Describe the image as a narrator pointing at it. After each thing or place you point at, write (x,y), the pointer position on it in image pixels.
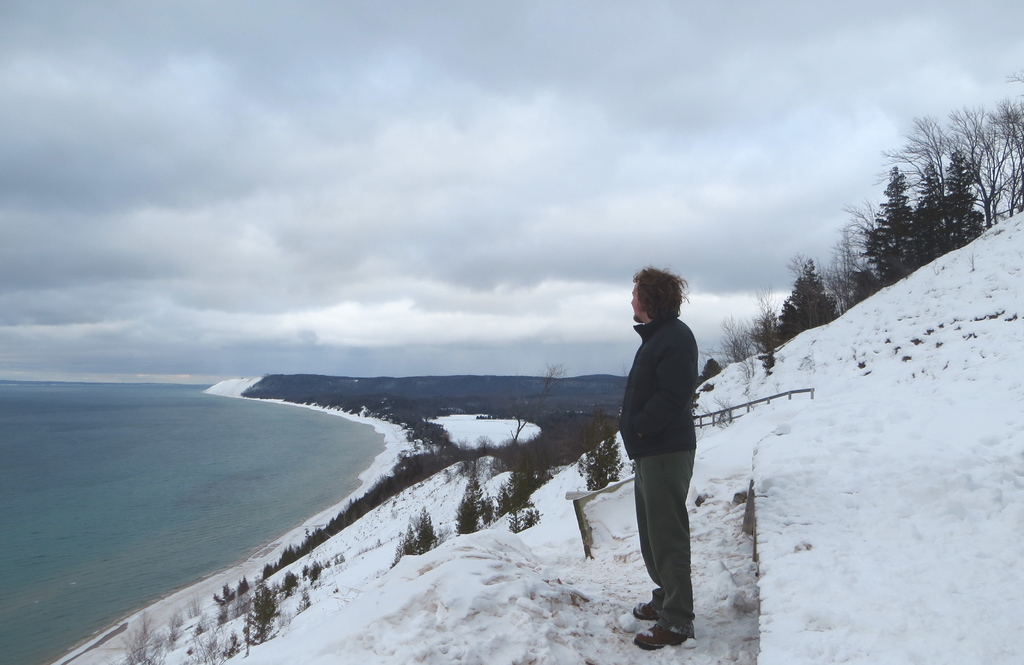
In the image we can see there is a person (654,445) standing on the ground (622,605) and the ground (622,605) is covered with snow (716,511). Behind there are trees (415,539) and there is a sea shore (170,602) at the bottom (155,568).
